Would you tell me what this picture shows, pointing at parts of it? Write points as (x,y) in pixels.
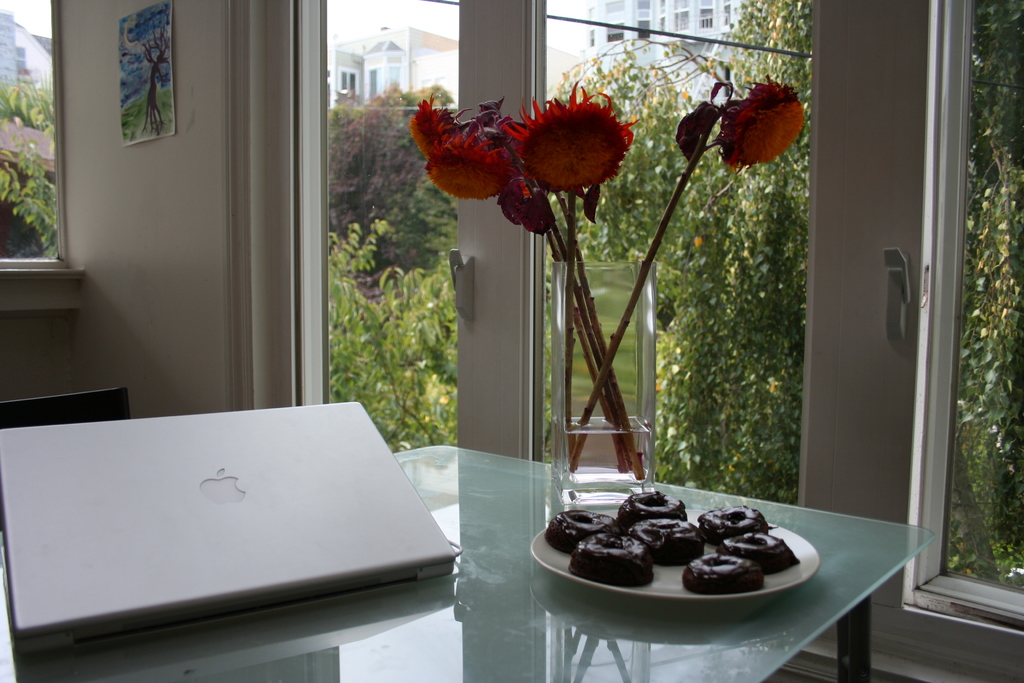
In this picture there are flowers (616,405) in a glass (603,438). There are donuts (649,559) in plate (712,595). There is a laptop (273,586) on the table (349,617). There is a sketch (134,86) on the wall (152,165). There are plants (385,249) and buildings (366,58) at the background (807,199).
